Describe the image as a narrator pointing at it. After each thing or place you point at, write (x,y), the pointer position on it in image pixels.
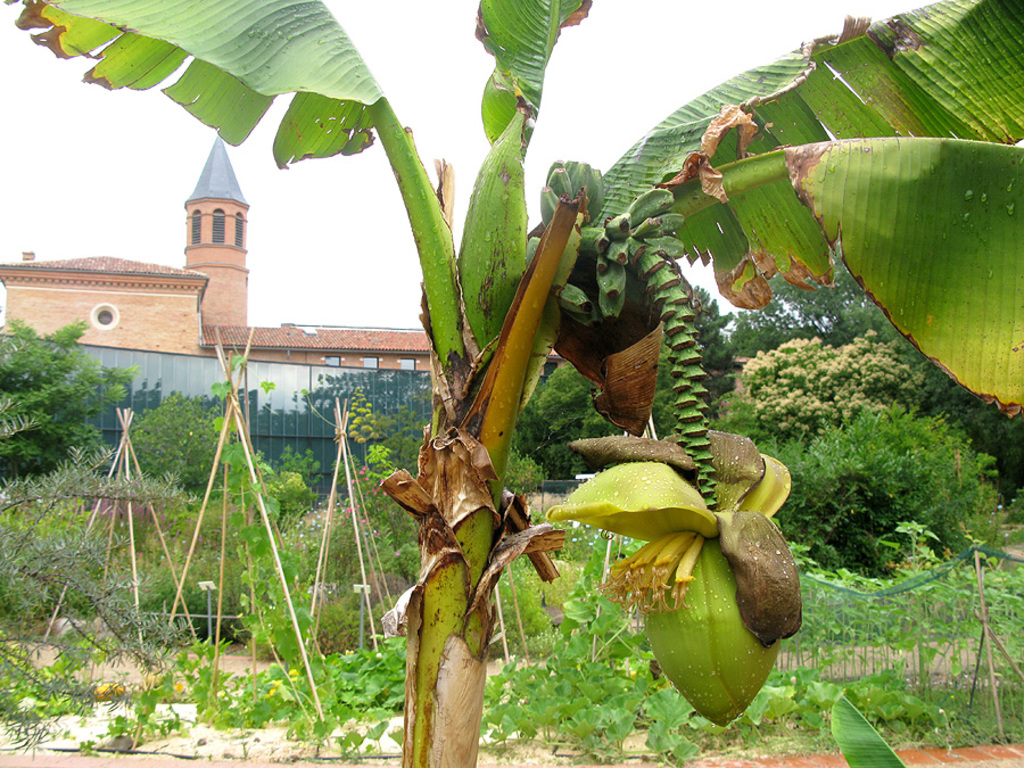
In this image we can see a banana tree (761,603). Behind the tree (1014,379), bamboos (192,548), plants (237,511) and trees (829,412) are there. We can see fencing (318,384) and building (211,325). The sky (630,91) is in white color.
